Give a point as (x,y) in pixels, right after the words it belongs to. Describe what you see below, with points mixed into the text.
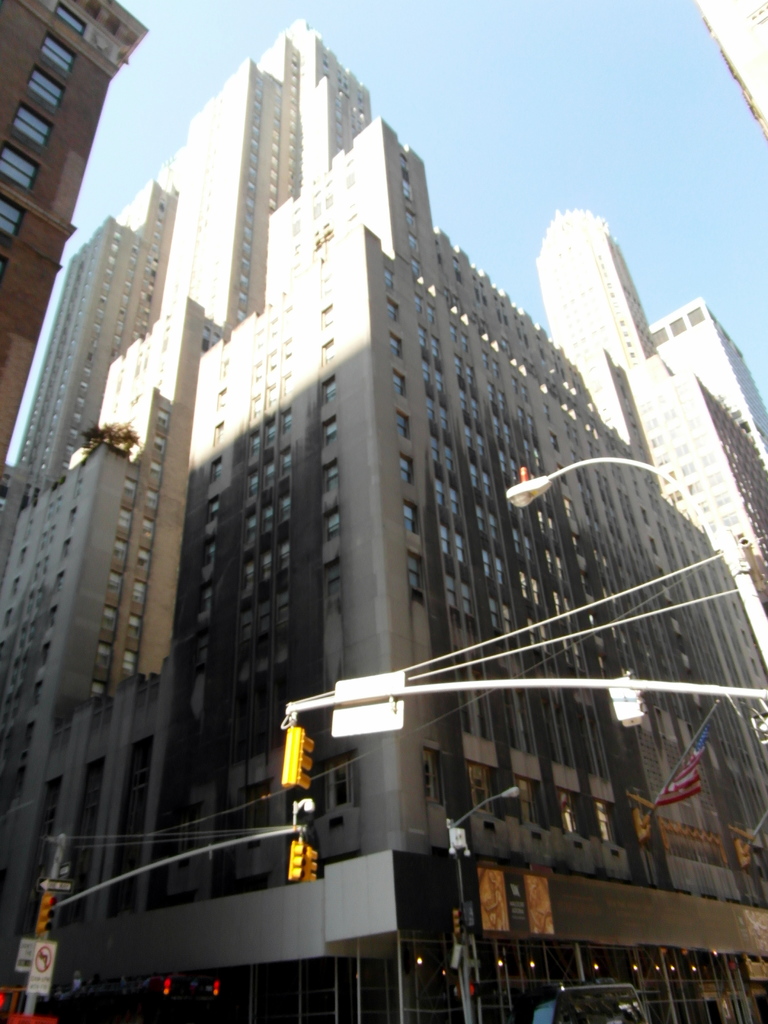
In this image there are buildings (410,658), poles (64,855), signals (299,751), streetlights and the sky (576,71).
